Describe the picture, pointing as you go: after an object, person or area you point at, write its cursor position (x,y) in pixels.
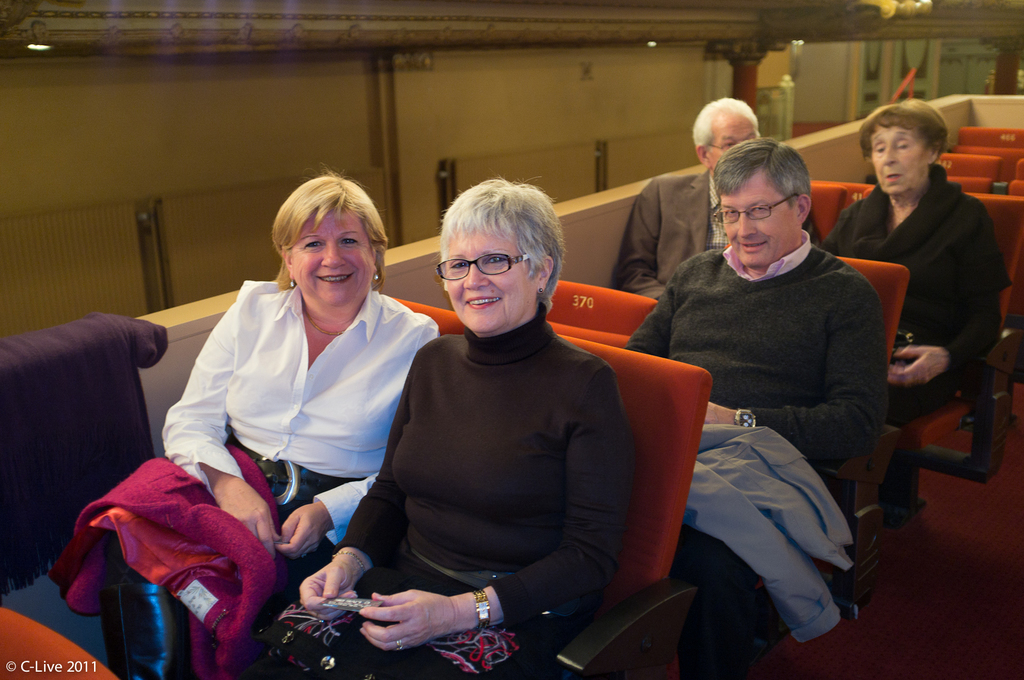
In this image I see 3 women (853,256) and 2 men (665,292) who are sitting on chairs (617,333) and I see few empty chairs (574,313) over here and I see that these 3 of them are smiling and I see the lights (893,12) over here and I see that the chairs (648,359) are of orange in color and I see the wall (387,87) over here.
